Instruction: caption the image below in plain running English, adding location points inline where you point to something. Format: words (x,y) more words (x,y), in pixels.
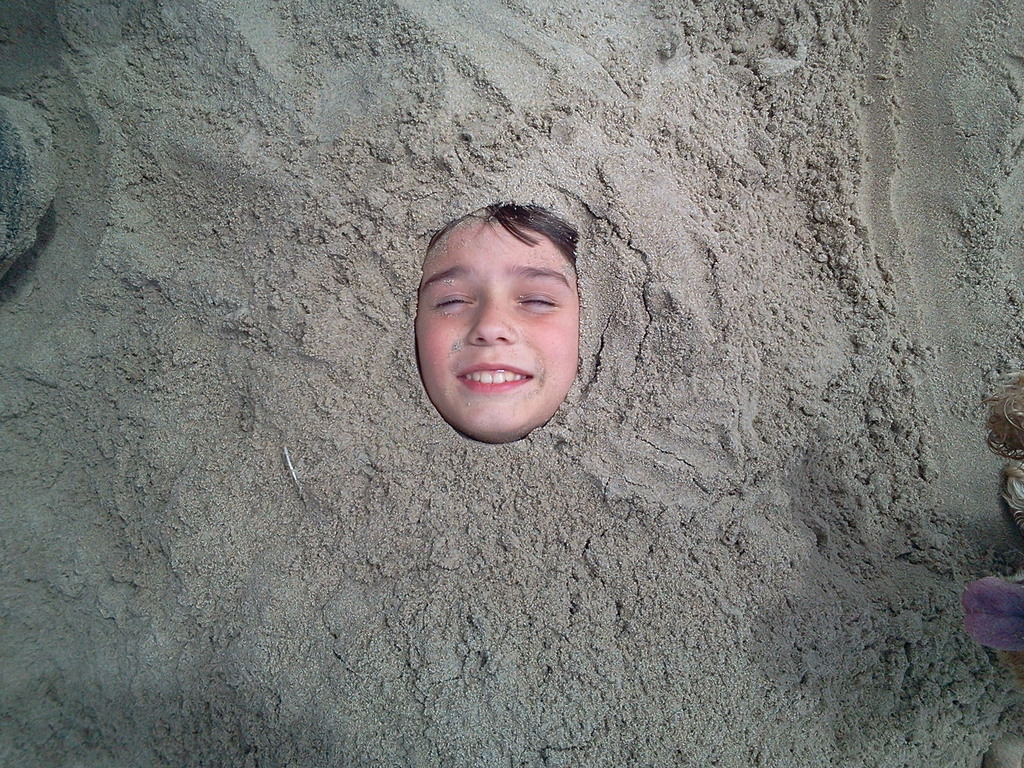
In this picture we can see a person (516,226). Around this person (572,312) there is sand (664,156).
